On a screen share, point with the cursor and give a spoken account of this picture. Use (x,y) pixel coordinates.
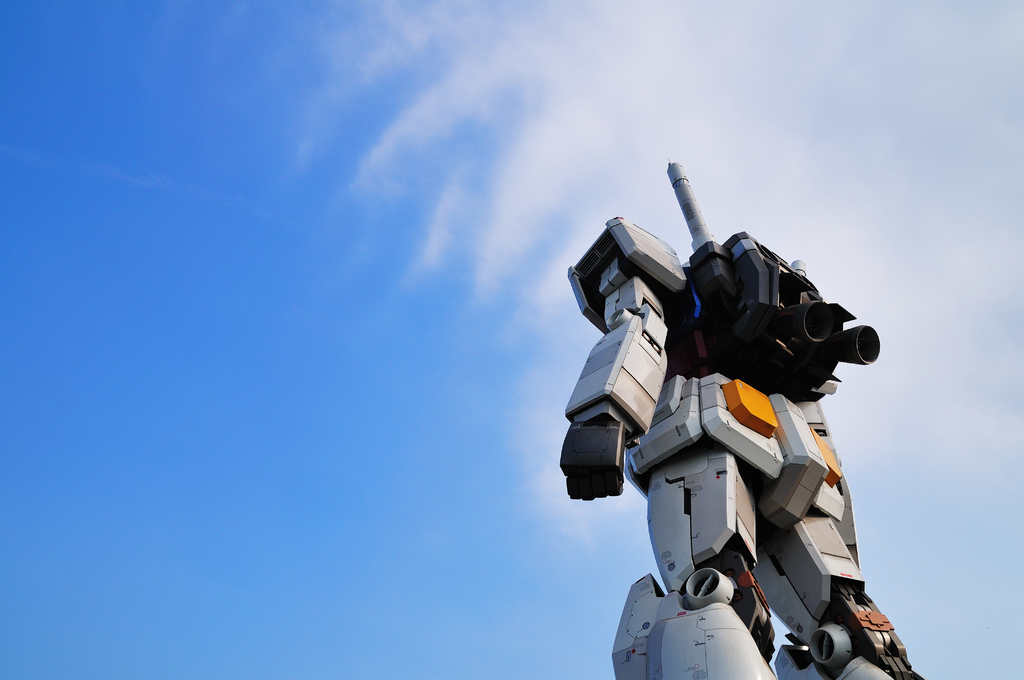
In this image there is a robot (697,356) towards the bottom of the image (631,486), there is the sky (552,113), there are clouds (661,215) in the sky (738,152).
